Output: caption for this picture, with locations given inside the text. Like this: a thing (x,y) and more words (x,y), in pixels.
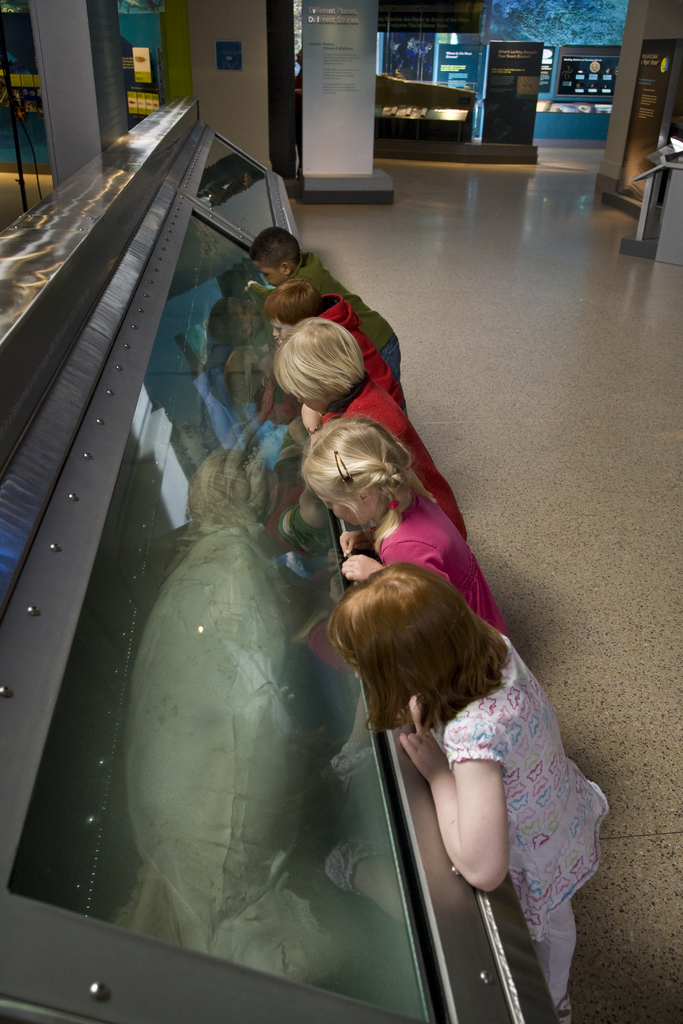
In this image we can see few kids (396,611) are standing on the floor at the metal object (339,1023) and there is a glass (325,825) on it, through the glass (277,742) we can see an animal (229,680). In the background (502,121) there are hoardings (520,117), small boards (520,117) on the wall (547,147), pillars (285,31), and other objects (593,112).
